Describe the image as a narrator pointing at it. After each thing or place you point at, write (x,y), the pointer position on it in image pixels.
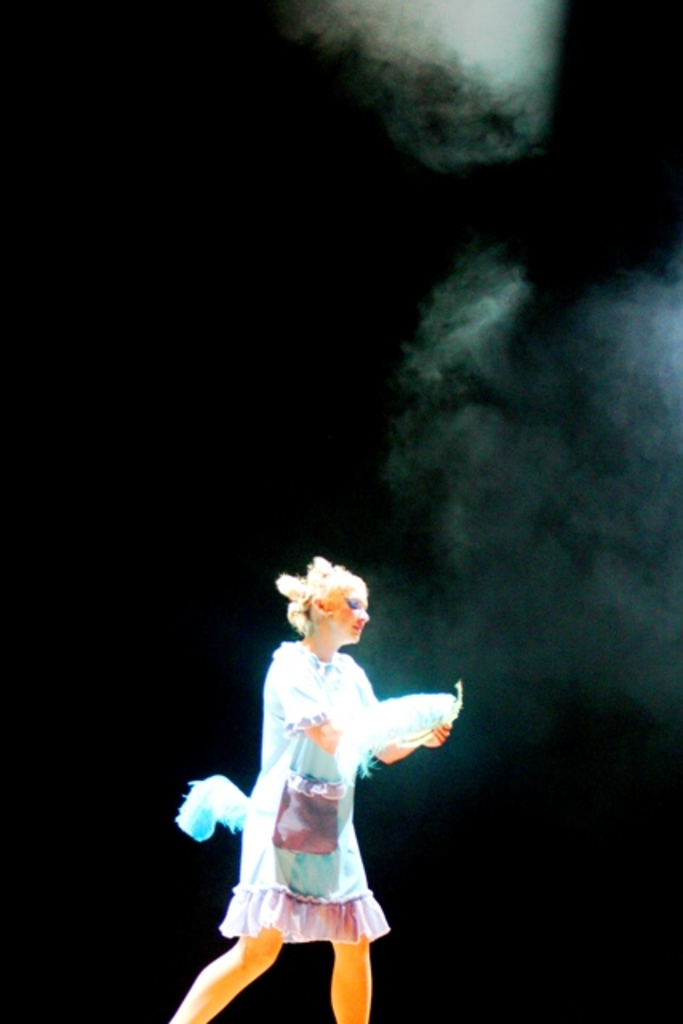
In this image we can see a women (315,584) standing on the floor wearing dress (364,684) and holding a feather (403,704) in her hands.
